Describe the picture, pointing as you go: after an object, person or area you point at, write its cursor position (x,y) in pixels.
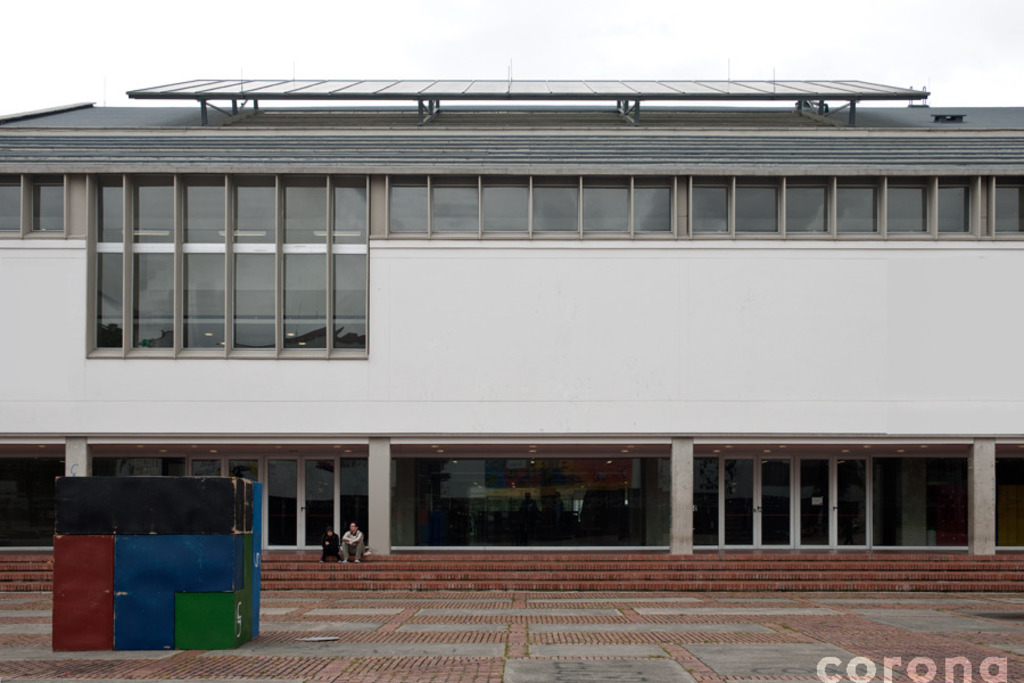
This picture is clicked outside. On the left (135,489) there is an object (166,581). In the foreground (435,630) we can see the pavement (425,621) and the stairs (515,582) and there are two persons (356,544) sitting on the stairs (538,572). In the Background (537,350) there is a building (517,298) and the sky (114,92) and we can see the windows (288,335) and doors (791,513) of the building (709,507). At the bottom right corner (886,659) there is a watermark (985,674) on the image.
